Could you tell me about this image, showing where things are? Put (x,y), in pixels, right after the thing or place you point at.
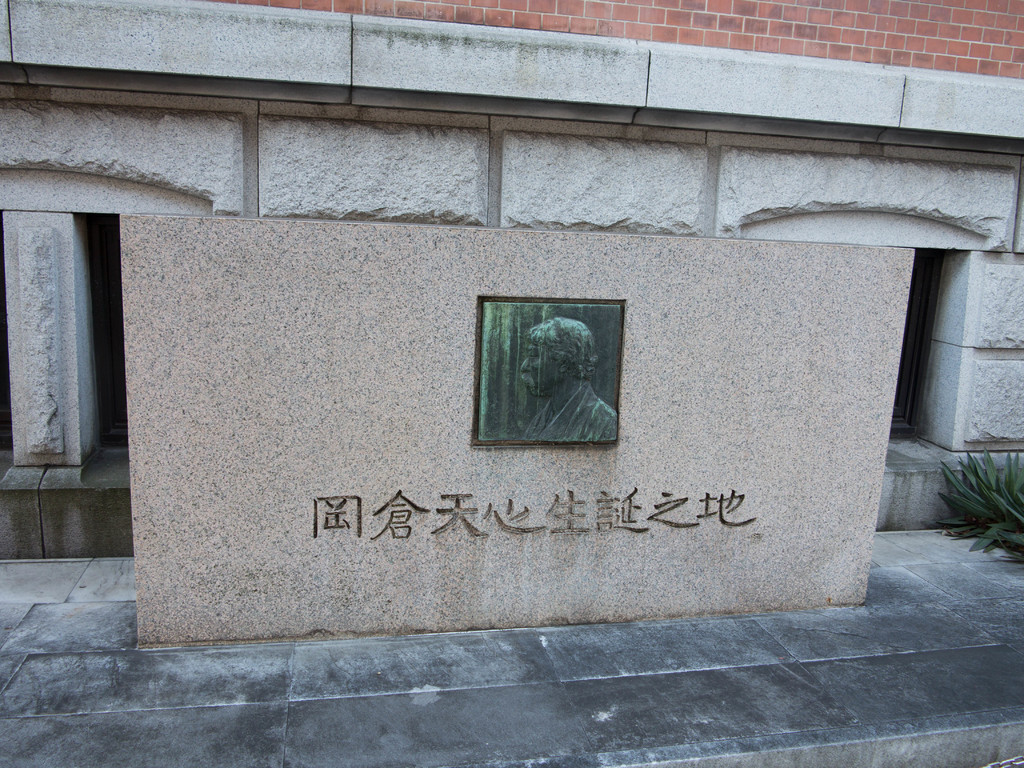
In this image I can see a building (494,66) in gray and brown color. I can also see a frame (524,304) attached to the wall (378,342) and plants (980,501) in green color.
